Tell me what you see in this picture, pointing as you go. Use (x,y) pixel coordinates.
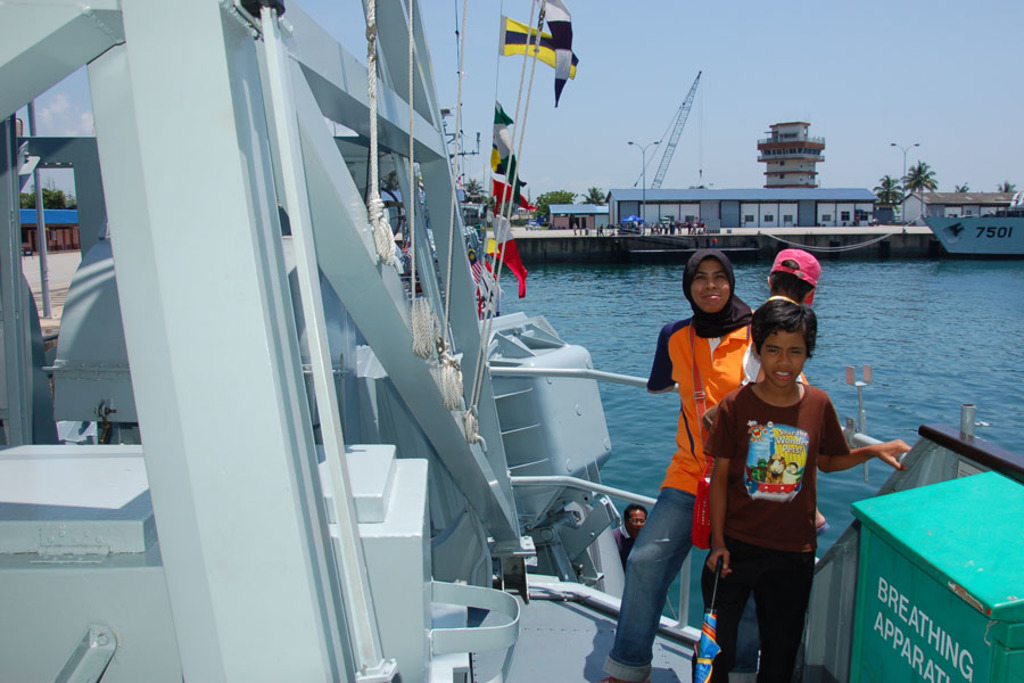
In this picture there is a girl (719,270) who is wearing black scarf (692,285), t-shirt (704,362) and jeans (651,524). Beside her there are two boys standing near to the fencing (840,549). On the back (636,533) there's a man (634,523) who is looking from the deck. On the top (566,74) we can see many flags (566,42) which are attached to this rope (536,2). On the right (1015,196) we can see a boat (985,232) which is near to the land (924,241). On the right (913,196) background (888,187) we can see crane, shed (729,218), building (914,214), street light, trees (549,205), tower (793,186) and peoples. On the top (815,28) there is a sky (692,26). On the bottom right corner (869,558) we can see green color box (955,564).
